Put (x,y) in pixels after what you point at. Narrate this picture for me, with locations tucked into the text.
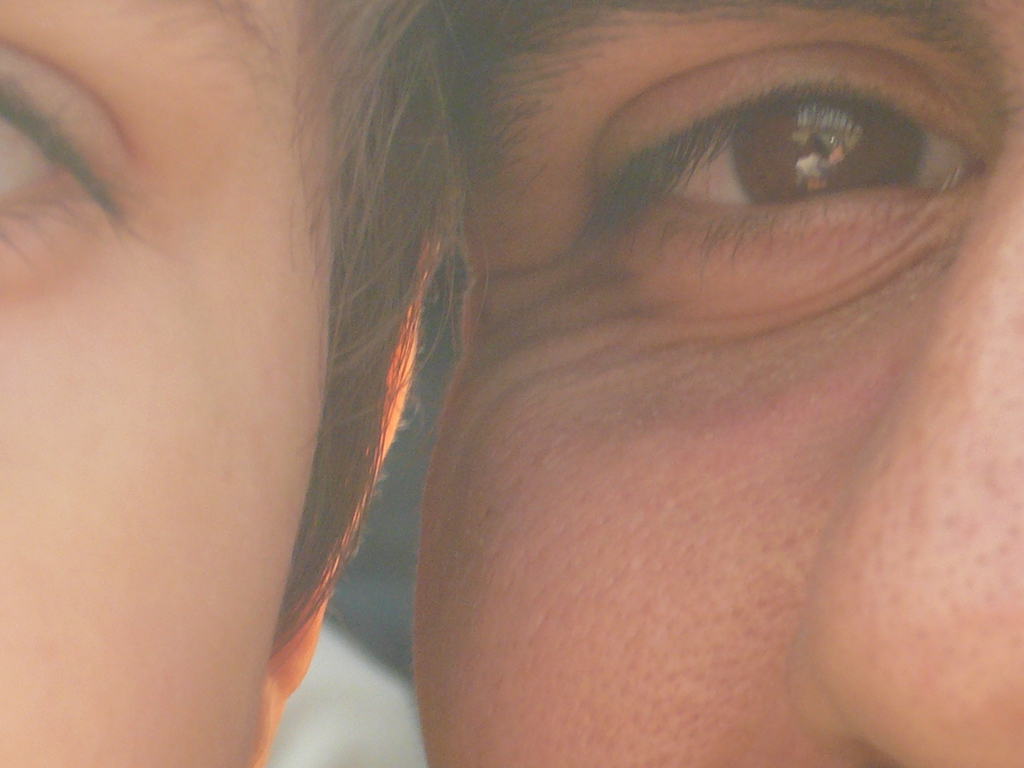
This image consists of 2 persons faces (308,408). One is on the left side (200,142), one is on the right side (691,588). Eyes (826,167) are visible.
